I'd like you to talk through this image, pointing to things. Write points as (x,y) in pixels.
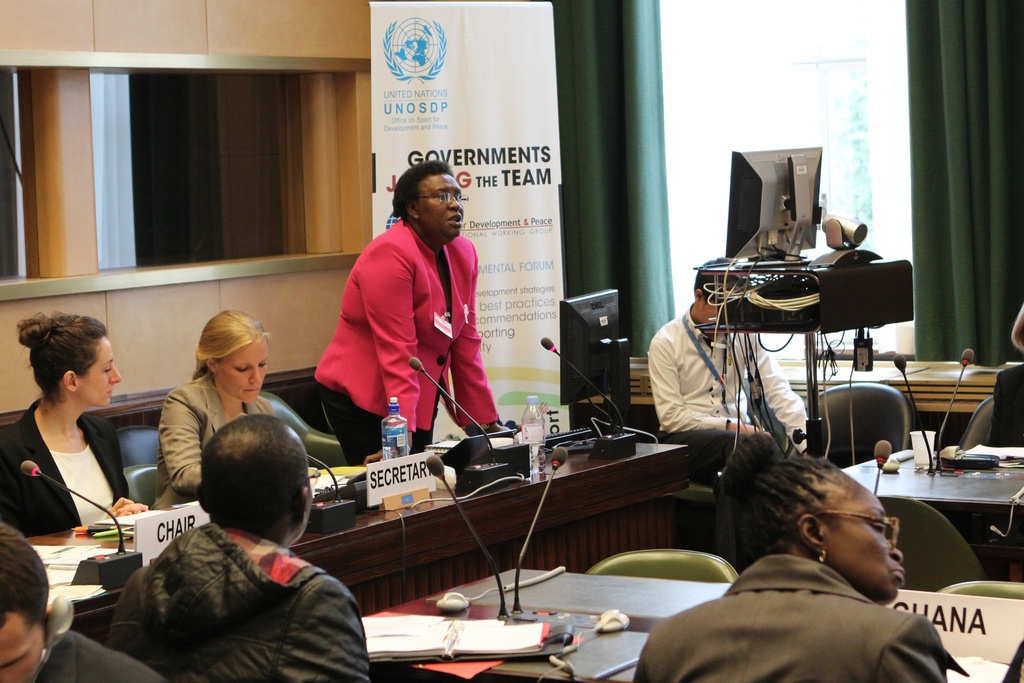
In this image there are people (770,636) sitting on chairs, in front of them there are tables (513,590), on that tables (391,550) there are few objects (549,624) and a woman (463,399) is standing, in the background (130,3) there is a wall (358,135) and a banner (504,129), on that banner (521,212) there is some text (520,222) and there are curtains (953,230) in the center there is a stand (817,439), on that stand (783,284) there is a monitor (798,212).
